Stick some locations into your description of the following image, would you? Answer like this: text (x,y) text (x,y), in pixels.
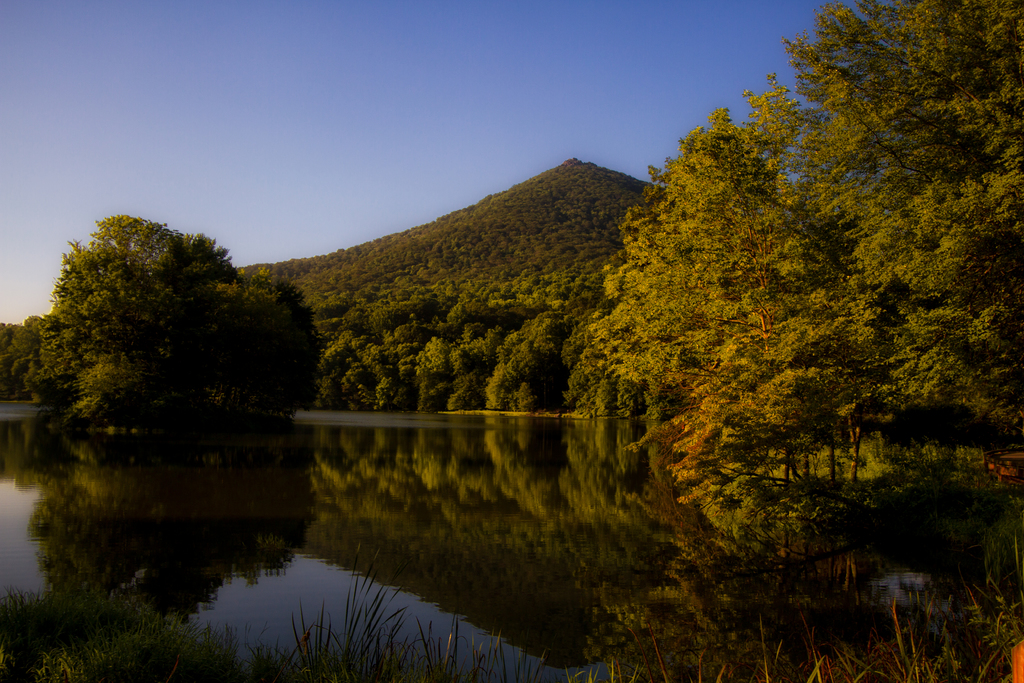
In this image there is a lake (245,550) at bottom of this image (352,515) and there are some trees (385,390) in the background (450,359). There is a sky (321,118) at top of this image (320,105).
